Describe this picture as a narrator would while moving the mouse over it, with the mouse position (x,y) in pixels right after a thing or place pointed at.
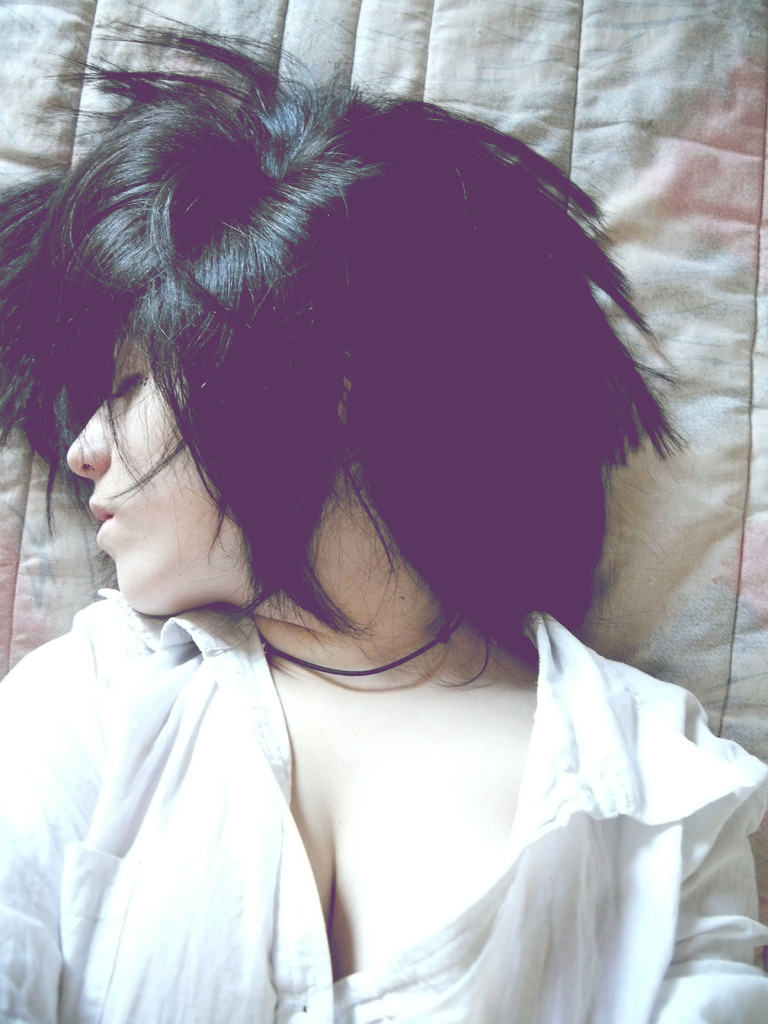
In this image a woman (325,617) is lying on the bed (678,235).
